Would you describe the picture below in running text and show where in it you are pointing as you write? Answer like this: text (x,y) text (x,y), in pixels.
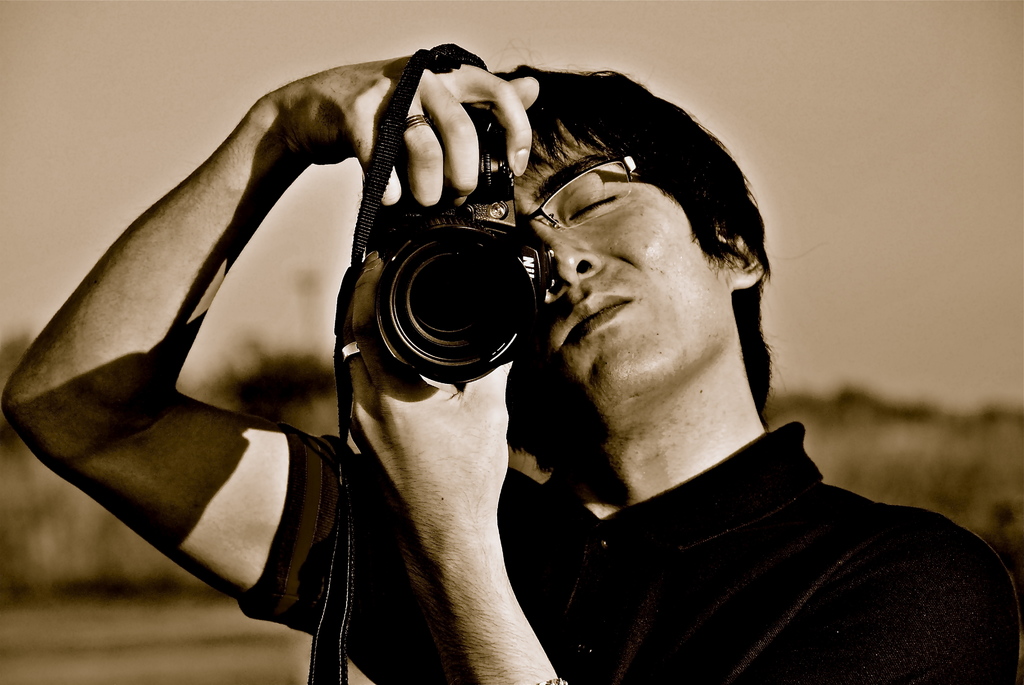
This is a black and white picture. A man (702,481) in black t shirt (709,592) was holding a camera (473,336) and the man (570,240) is wearing a spectacle (591,191). Behind the man (420,433) is blurred.
